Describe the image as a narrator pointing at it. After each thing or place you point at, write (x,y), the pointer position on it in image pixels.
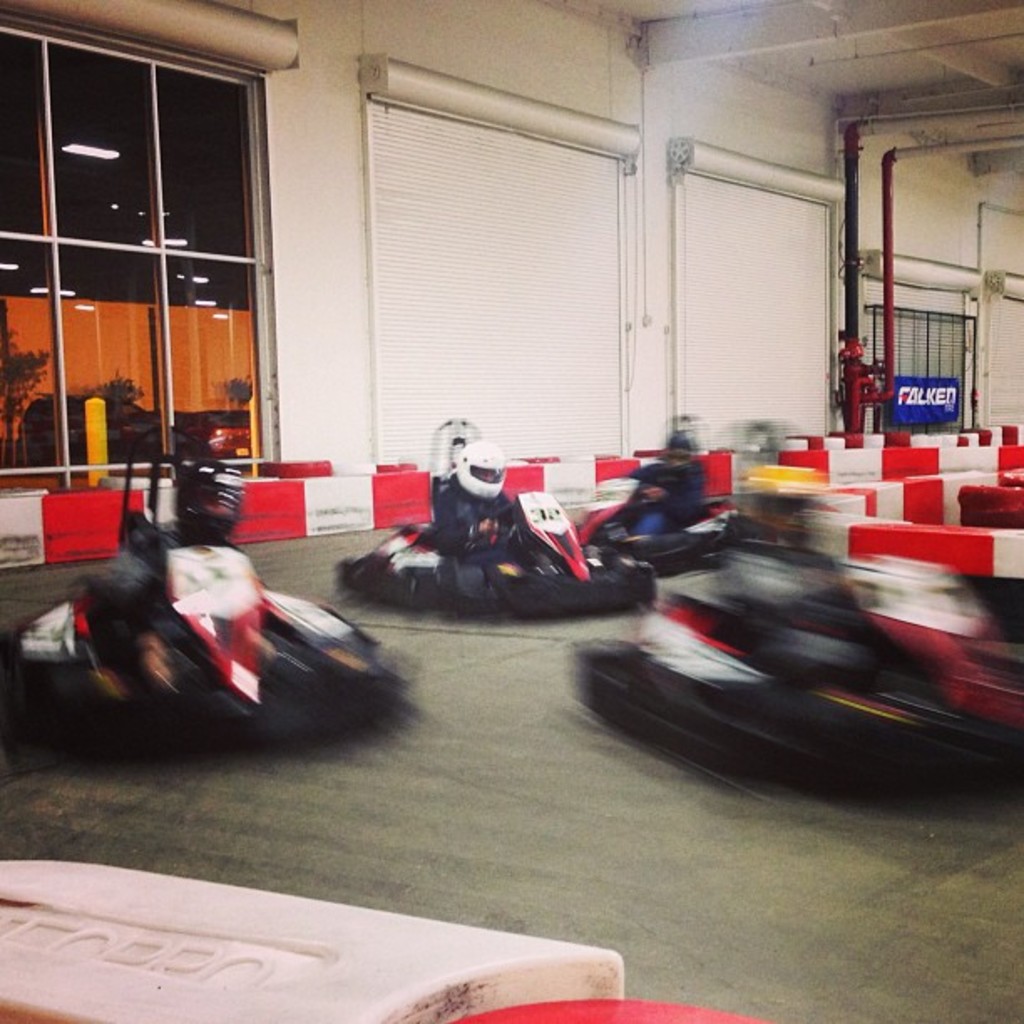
In the center of the image (554,523) there are people (471,559) go-karting. In the background of the image (367,455) there is wall (280,178). There is glass (190,379) through which we can see cars (210,412), plants (16,385). To the right side of the image (883,379) there is a pipe (917,117). At the top of the image (726,24) there is ceiling (661,50). At the bottom of the image (126,924) there are safety barriers (159,917).
